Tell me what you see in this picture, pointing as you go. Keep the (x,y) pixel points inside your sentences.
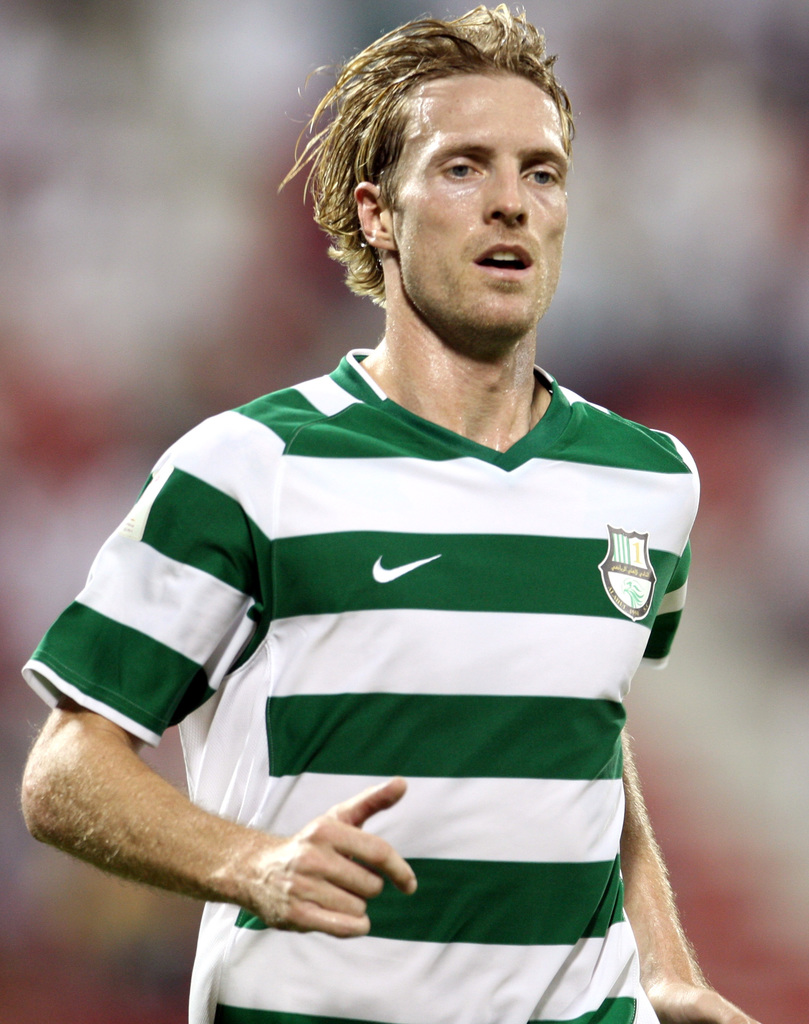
In this image we can see a man (428,642).
